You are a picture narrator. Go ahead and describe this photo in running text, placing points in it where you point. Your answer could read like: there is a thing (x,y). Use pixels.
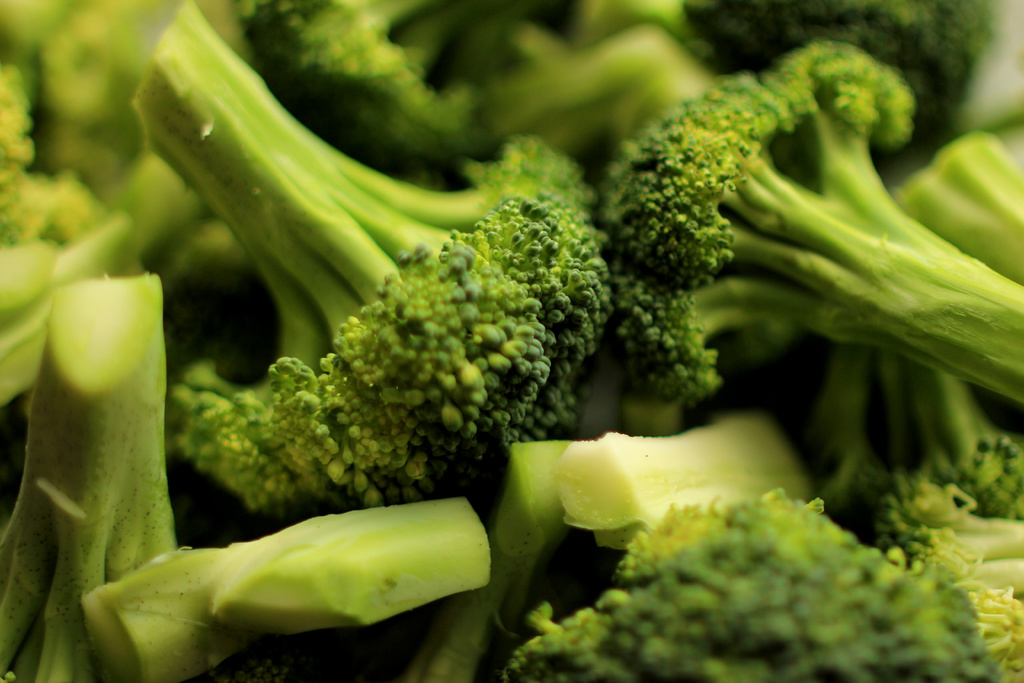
There are pieces of broccoli (462,269) in the image.
